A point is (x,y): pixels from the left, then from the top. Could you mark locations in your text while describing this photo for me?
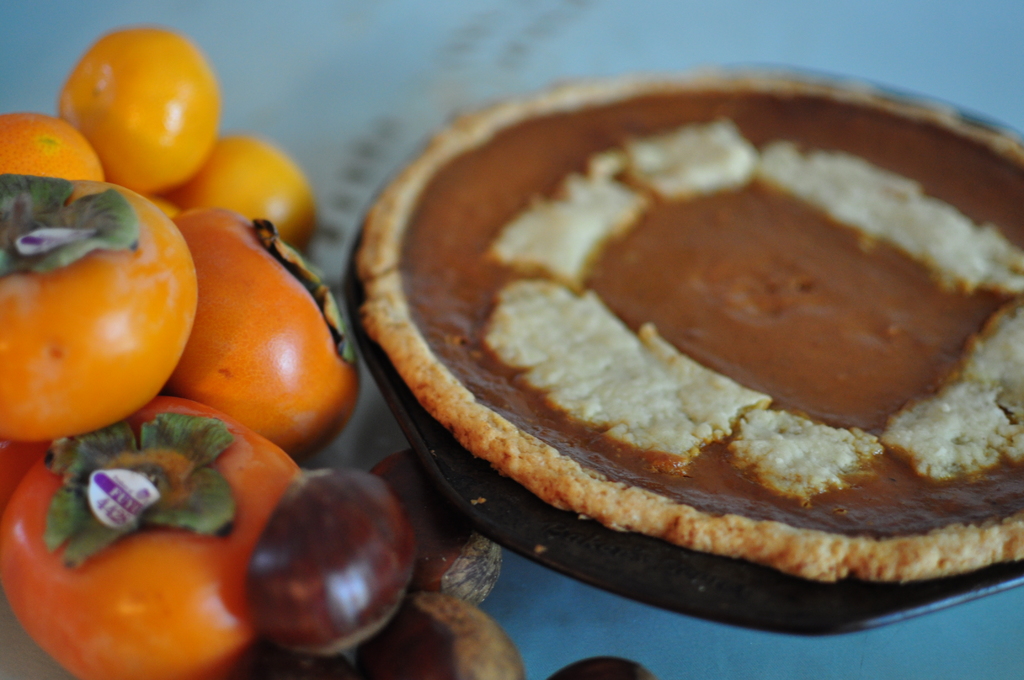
In this picture, we see the fruits (128,330) in orange and brown color. Beside that, we see a plate (640,555) containing food (668,256). In the background (639,59), it is blue in color.
